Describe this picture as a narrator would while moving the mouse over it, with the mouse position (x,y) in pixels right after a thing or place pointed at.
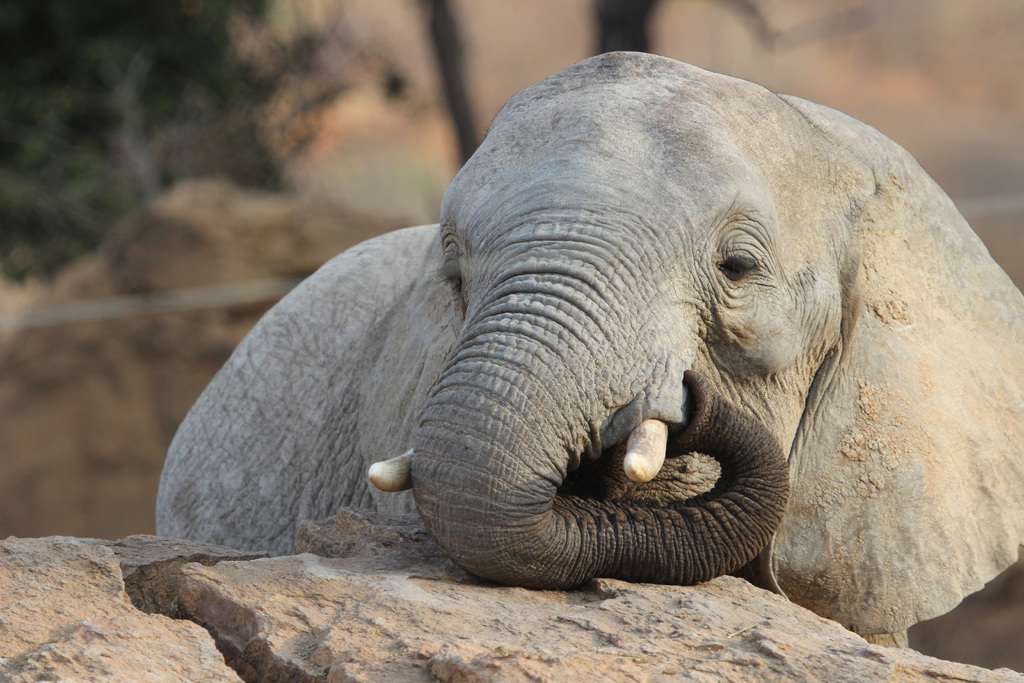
In this image on the ground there is an elephant (537,318). The background (780,17) is blurred.
